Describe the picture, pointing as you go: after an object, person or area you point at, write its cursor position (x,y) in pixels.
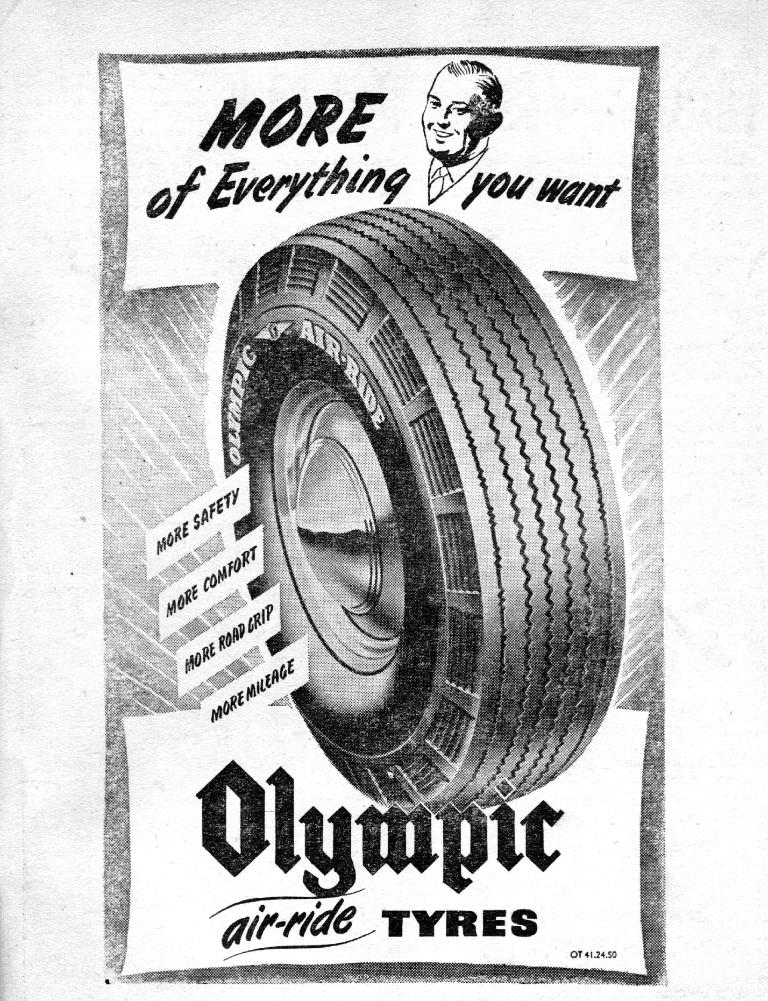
In this image I can see a tyre (482,779) and a text (284,838). On the top (429,153) I can see a person's photo (453,86).
